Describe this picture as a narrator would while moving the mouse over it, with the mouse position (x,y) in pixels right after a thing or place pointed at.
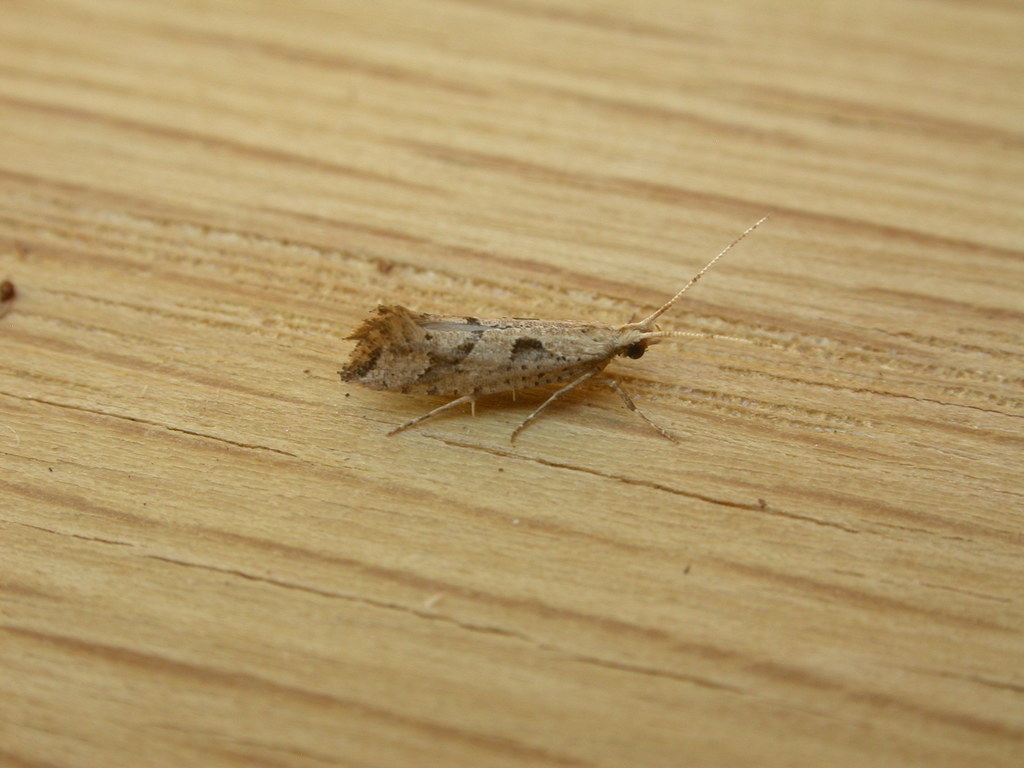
In this picture we can see brown house moth (499,347) on wooden floor (726,452).
